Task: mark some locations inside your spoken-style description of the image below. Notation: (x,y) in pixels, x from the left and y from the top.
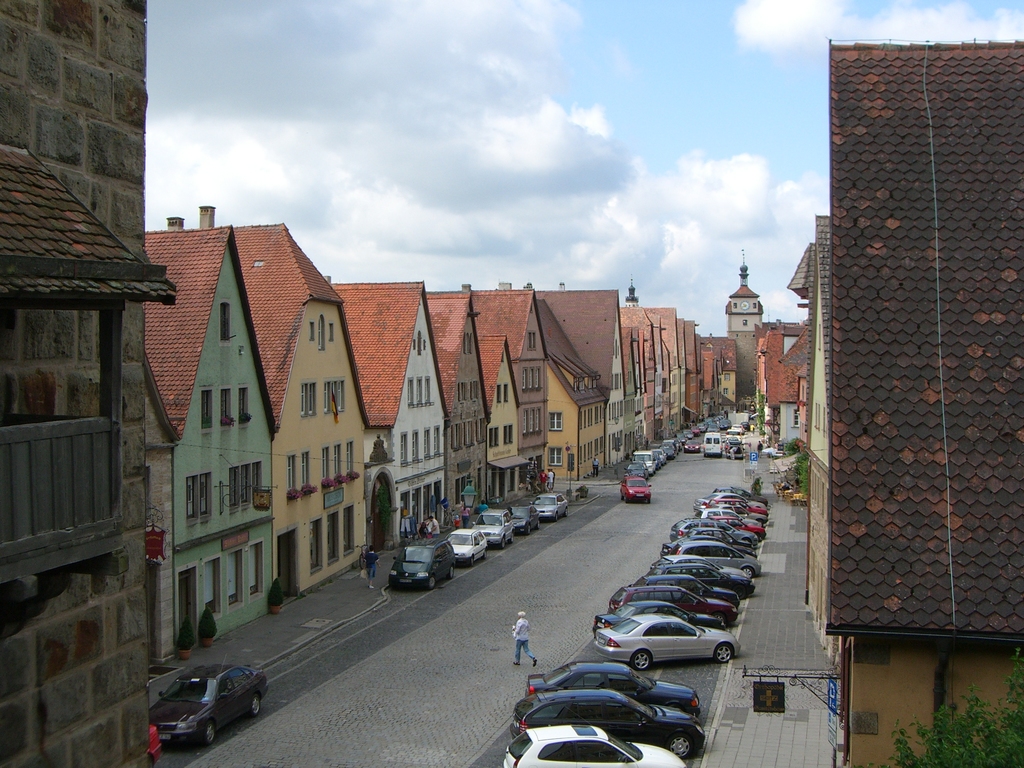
In this image we can see the people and vehicles (624,485) on the road (528,589). We can see the buildings (395,398) on either side. There are clouds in the sky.
